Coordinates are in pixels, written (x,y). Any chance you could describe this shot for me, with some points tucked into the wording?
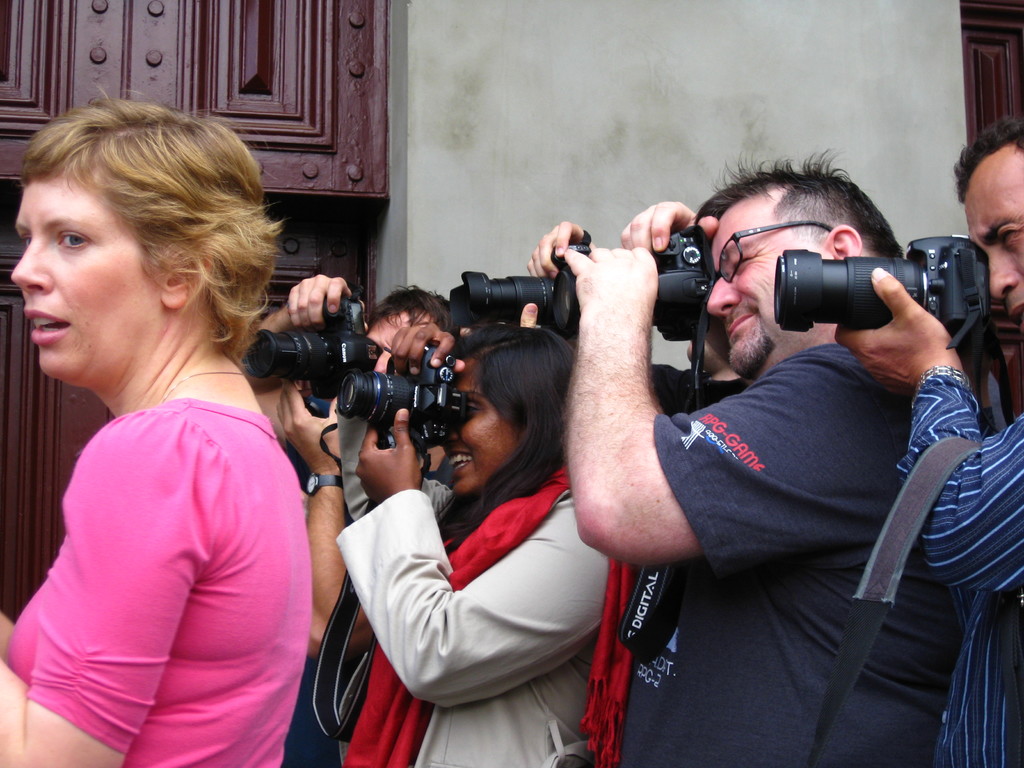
In this picture we can see man (806,336) and woman (407,448) standing holding cameras (496,307) in their hands (406,423) and clicking pictures here woman (71,319) standing and in background (592,23) we can see wall (406,71), wooden cupboard (208,71).
